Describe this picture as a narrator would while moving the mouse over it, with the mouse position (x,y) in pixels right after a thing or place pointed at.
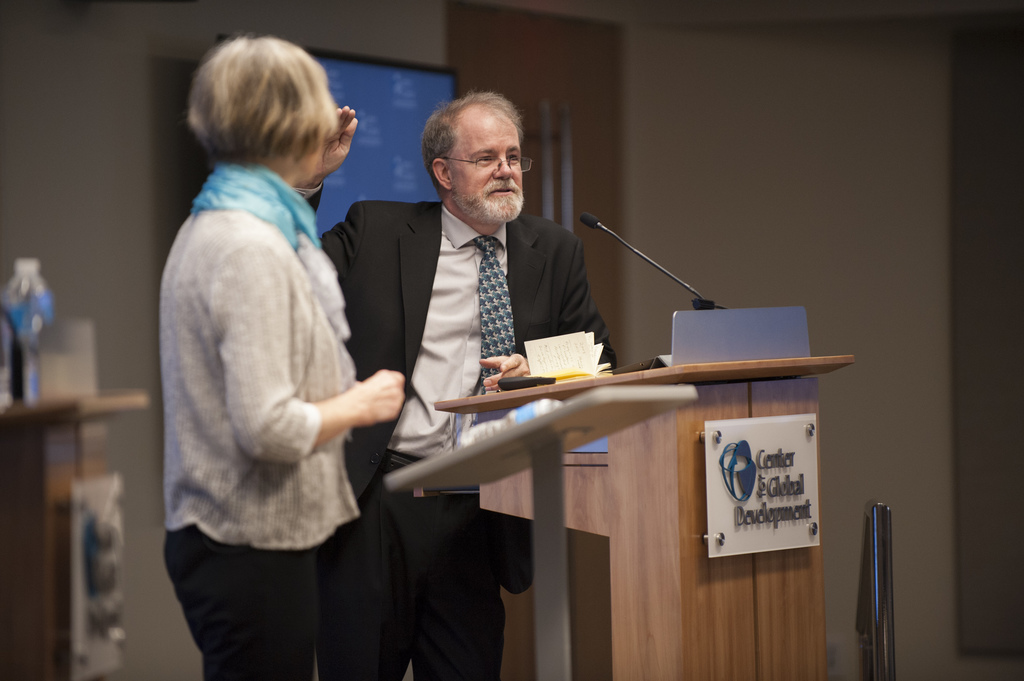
This is an inside view of a room (660,182). Here I can see a woman (208,283) and a man (403,313) are standing in front of the podium (648,491) facing towards the right side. The woman (281,331) is looking at this man (439,309). On the podium (768,368), I can see a book (585,360), microphone (603,229) and some other objects (692,339) and there is a board (796,477) attached to this podium (659,501). On the board (751,498), I can see some text (784,485). On the left side (56,477) there is a table (59,465) on which a glass (49,376), bottle (16,343) and some other objects (16,356) are placed. On the right side (876,557) there is a metal rod (878,576). In the background (400,105) there is a screen (384,129) attached to the wall (113,105) and also I can see a door (567,135).
